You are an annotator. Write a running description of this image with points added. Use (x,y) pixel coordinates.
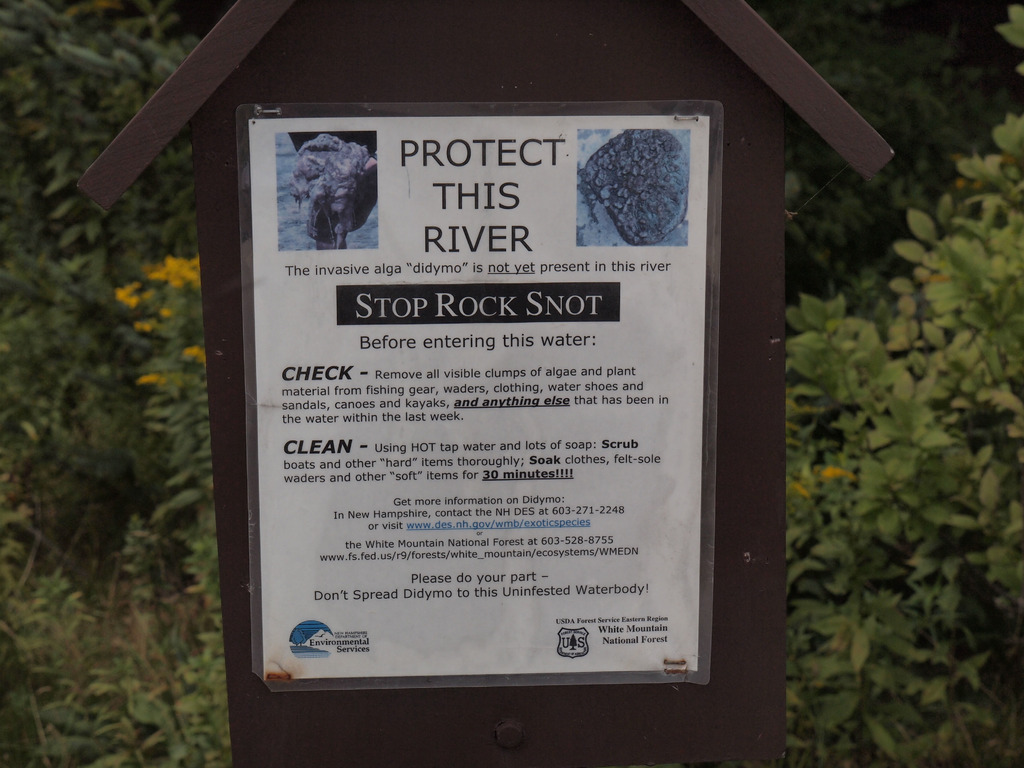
In this image we can see a board (673,80) with a poster (491,484). On the poster (489,458) there is text (451,250) and images (618,168). In the background (139,212) we can see trees (139,212).
